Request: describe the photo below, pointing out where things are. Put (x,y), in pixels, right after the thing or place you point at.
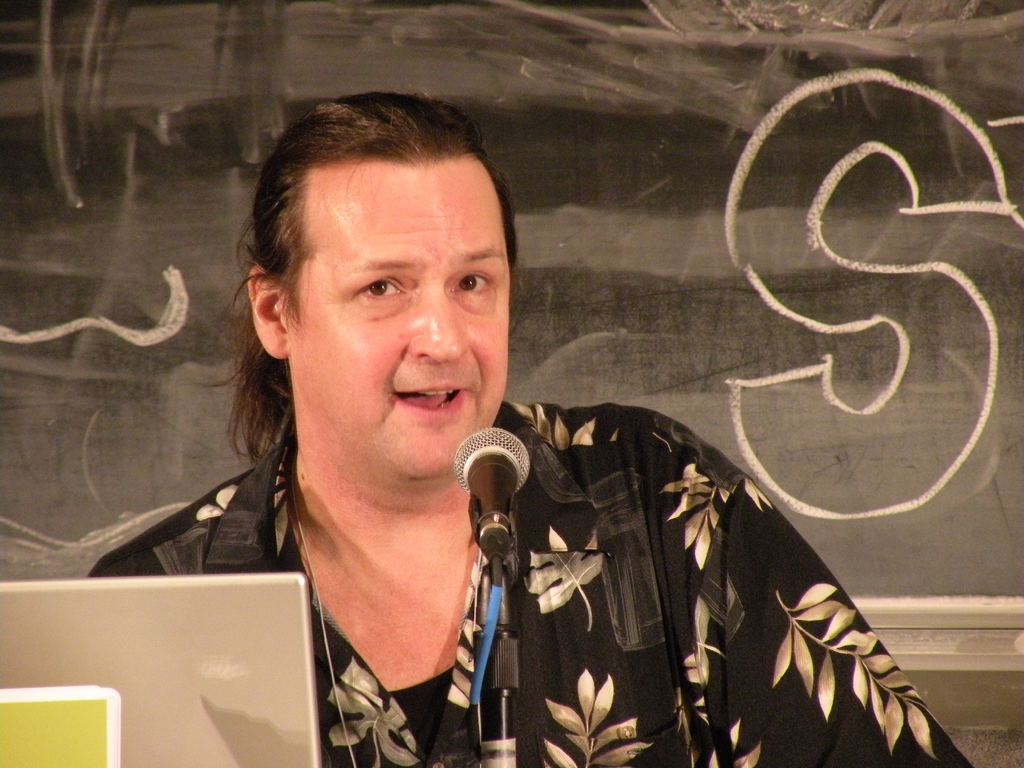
In this picture there is man (332,459) wearing black color shirt (521,585) giving a speech on microphone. In front (39,648) there is a silver color laptop (203,609). In the background (686,114) we can see the black color board (16,558).
